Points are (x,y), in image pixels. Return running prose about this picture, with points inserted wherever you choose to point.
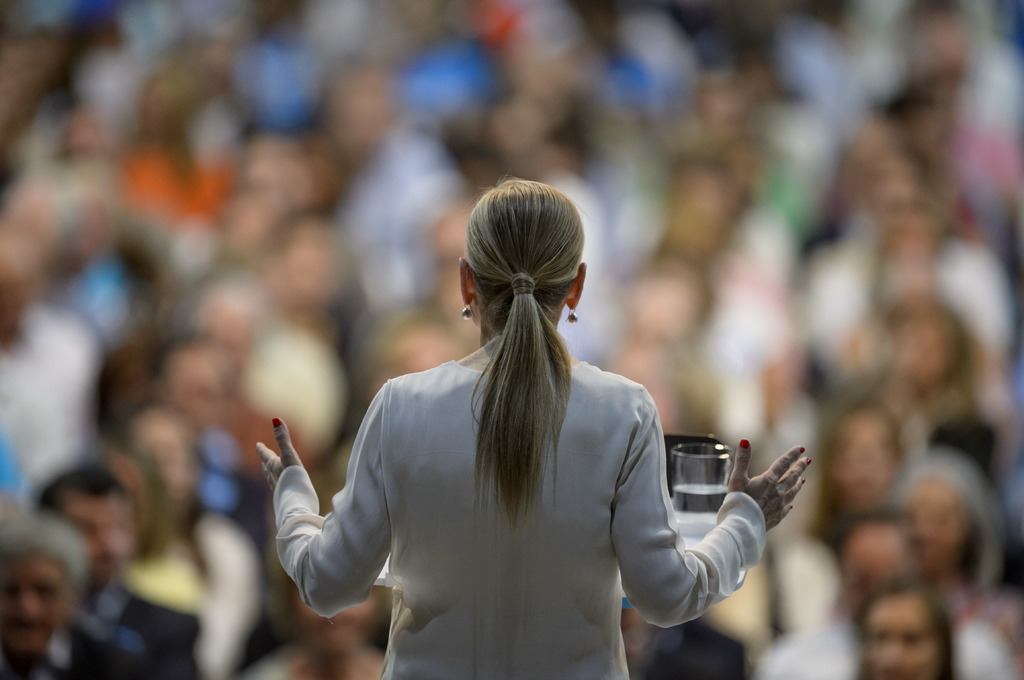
In this image, I can see the woman (542,441) standing. I can see a glass of water (717,506) placed on the table (692,528). The background (966,373) looks blurry. I can see a group of people (211,560).
